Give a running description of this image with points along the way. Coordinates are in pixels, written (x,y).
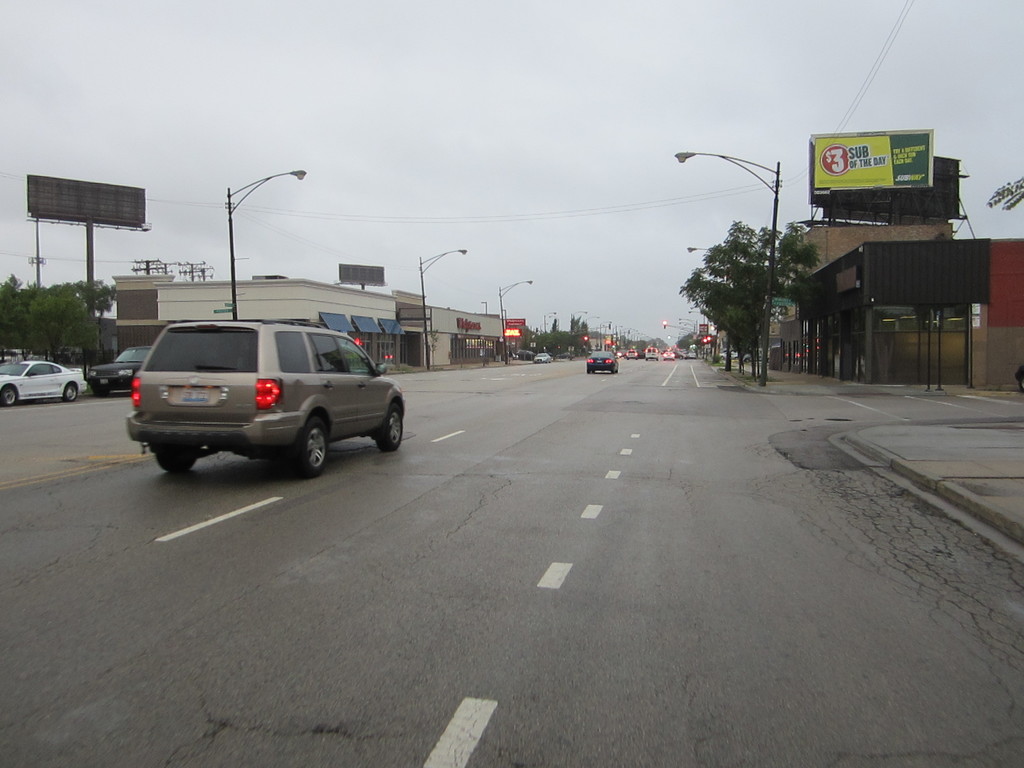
In this image I can see a road (611,508) and on it I can see white colour lines (445,750), yellow colour lines (14,480) and few vehicles (57,384). In the background (570,348) I can see number of street lights (772,302), trees (792,260), buildings (975,293), few boards (888,217), wires (851,103), the sky (623,120) and on this board (907,169) I can see something is written.
